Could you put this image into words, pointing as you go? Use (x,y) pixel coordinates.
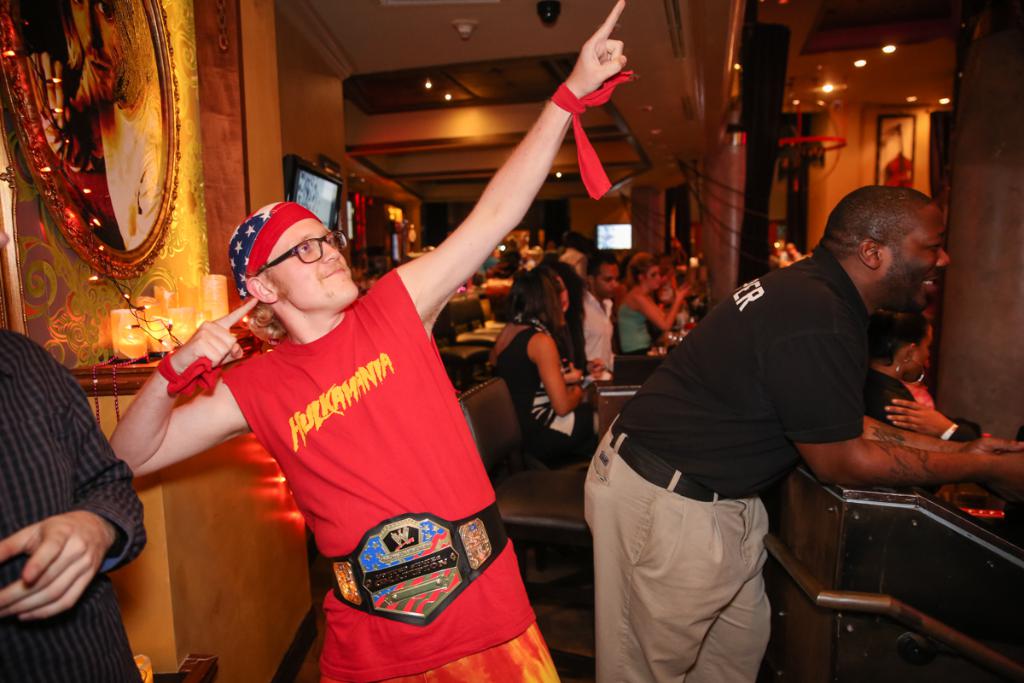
In the image we can see there are people (555,347) sitting and some of them are standing, they are wearing clothes (609,466) and here we can see a man (351,385) wearing spectacles (308,250) and it looks like he is dancing. Here we can see tiny lights (136,310), frame (158,223), screen (609,239) and the background (616,226) is slightly blurred.
